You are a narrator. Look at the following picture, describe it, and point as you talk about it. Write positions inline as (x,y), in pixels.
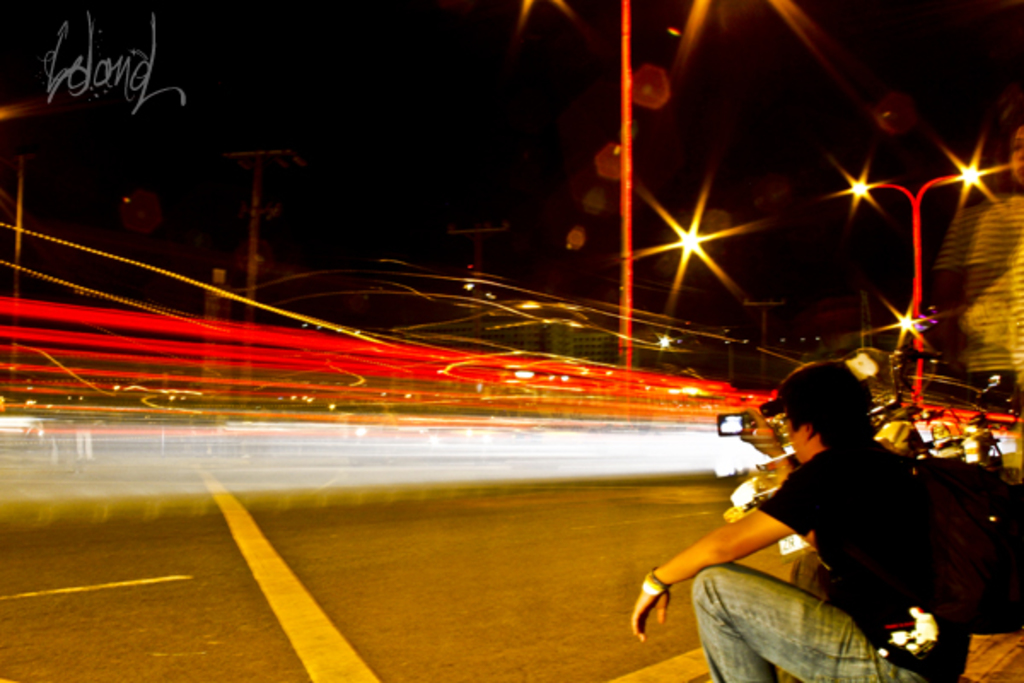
To the right side of the image (752,666) there is a person (858,678) sitting holding a camera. In the center of the image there is a light pole (627,314). In the background of the image (491,331) there are buildings (495,343). At the bottom of the image (283,599) there is road (138,628).
